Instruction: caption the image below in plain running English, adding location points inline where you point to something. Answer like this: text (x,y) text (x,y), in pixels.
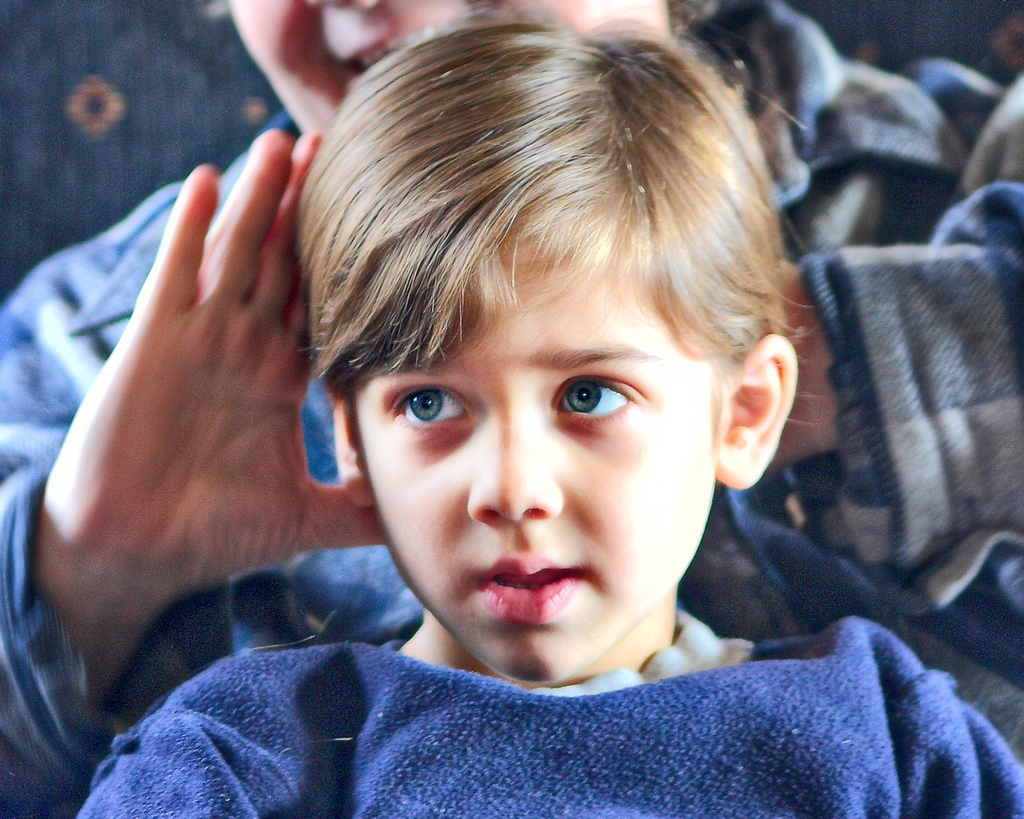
In this picture we can see a person (815,395) and a kid (780,655) here, a kid (663,748) wore a blue color t-shirt (586,778).
